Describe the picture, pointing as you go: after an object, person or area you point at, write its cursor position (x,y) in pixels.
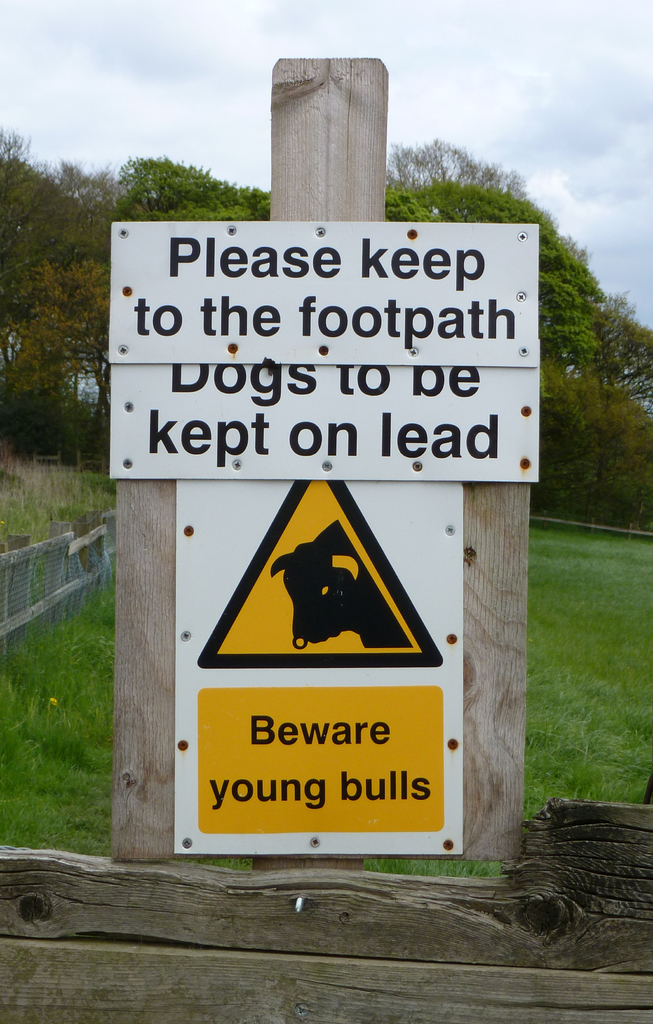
In this image I can see the board (460,770) attached to the wooden pole (512,598). In the background (588,716) I can see the grass (580,717) and few plants (147,172) in green color and the sky (396,40) is in white color.
